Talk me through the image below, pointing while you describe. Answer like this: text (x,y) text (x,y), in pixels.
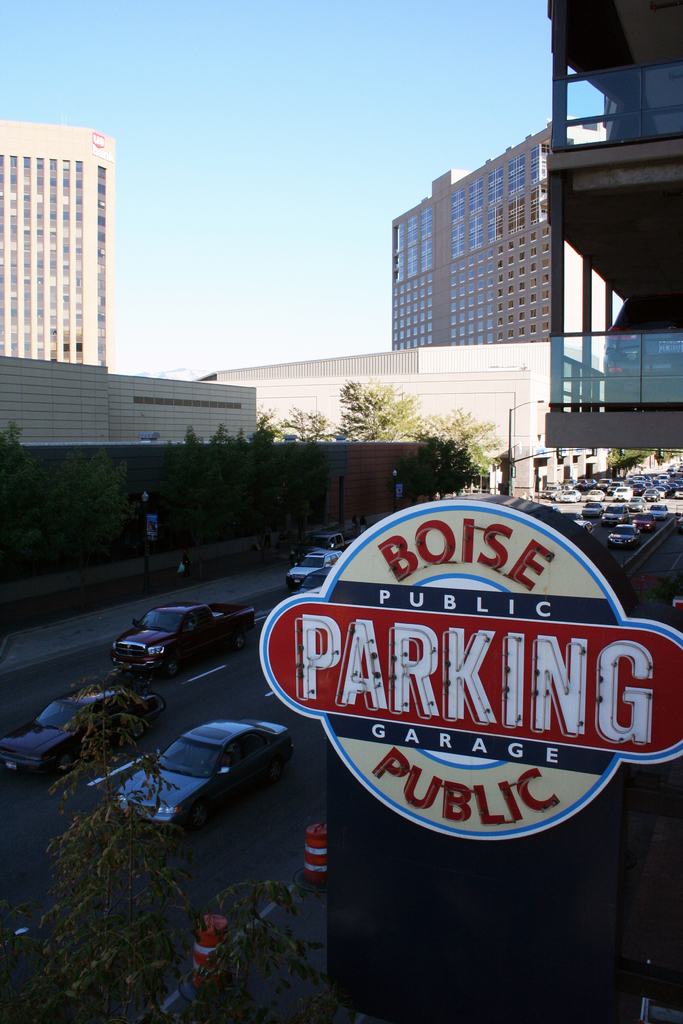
In this image I can see a sign board (490,548) and I can see the road (249,649), few vehicles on the road (652,532), few trees (218,965), few buildings (333,464), the wall (372,456), few poles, a car (638,312) in the building (670,440) and the sky (364,135).
